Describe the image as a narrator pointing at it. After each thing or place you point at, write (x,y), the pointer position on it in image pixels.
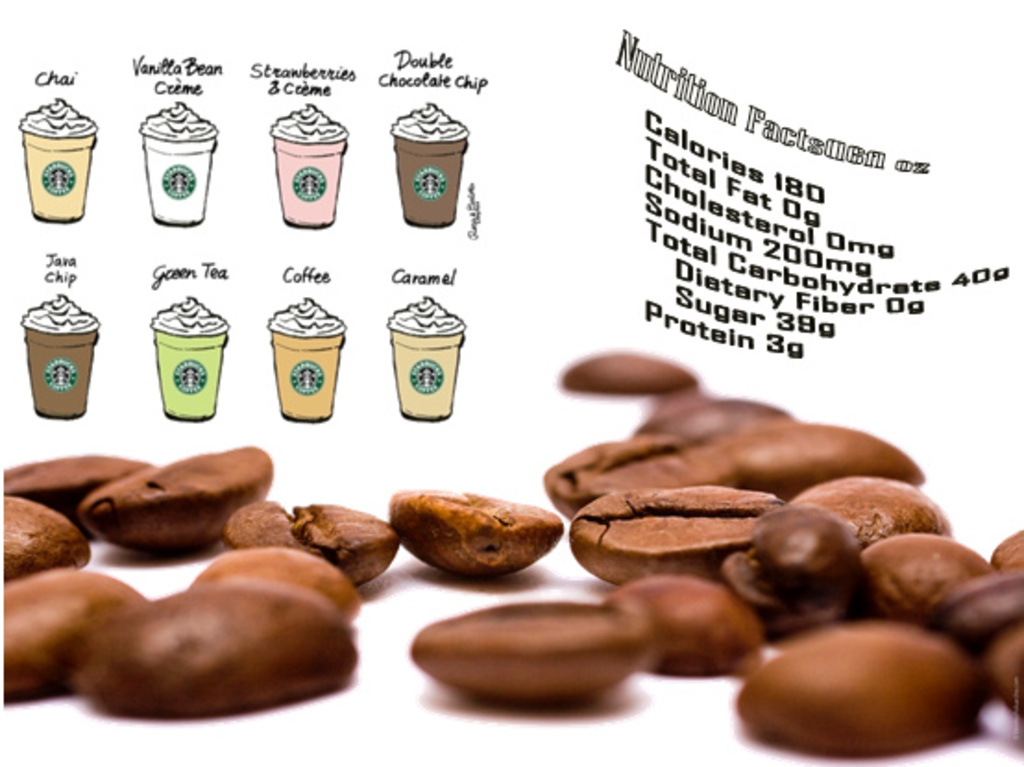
This is an edited picture. I can see coffee beans (903,628) on the white object (386,574), and there are cups (168,345), words (685,132) and numbers (923,311) on the image.
